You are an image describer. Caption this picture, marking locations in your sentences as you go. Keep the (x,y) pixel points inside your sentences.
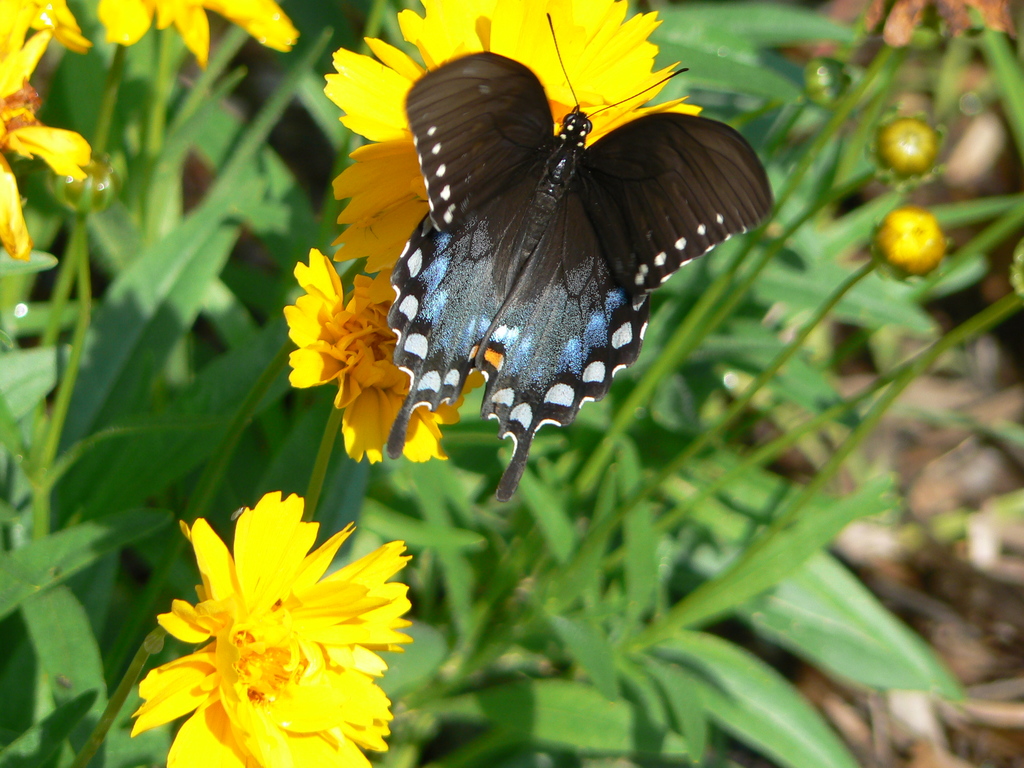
In this image I can see a butterfly (587,227) which is black, white and blue in color on a flower (608,65). I can see few yellow colored flowers (373,207) to the plants (146,232) which are green in color.
